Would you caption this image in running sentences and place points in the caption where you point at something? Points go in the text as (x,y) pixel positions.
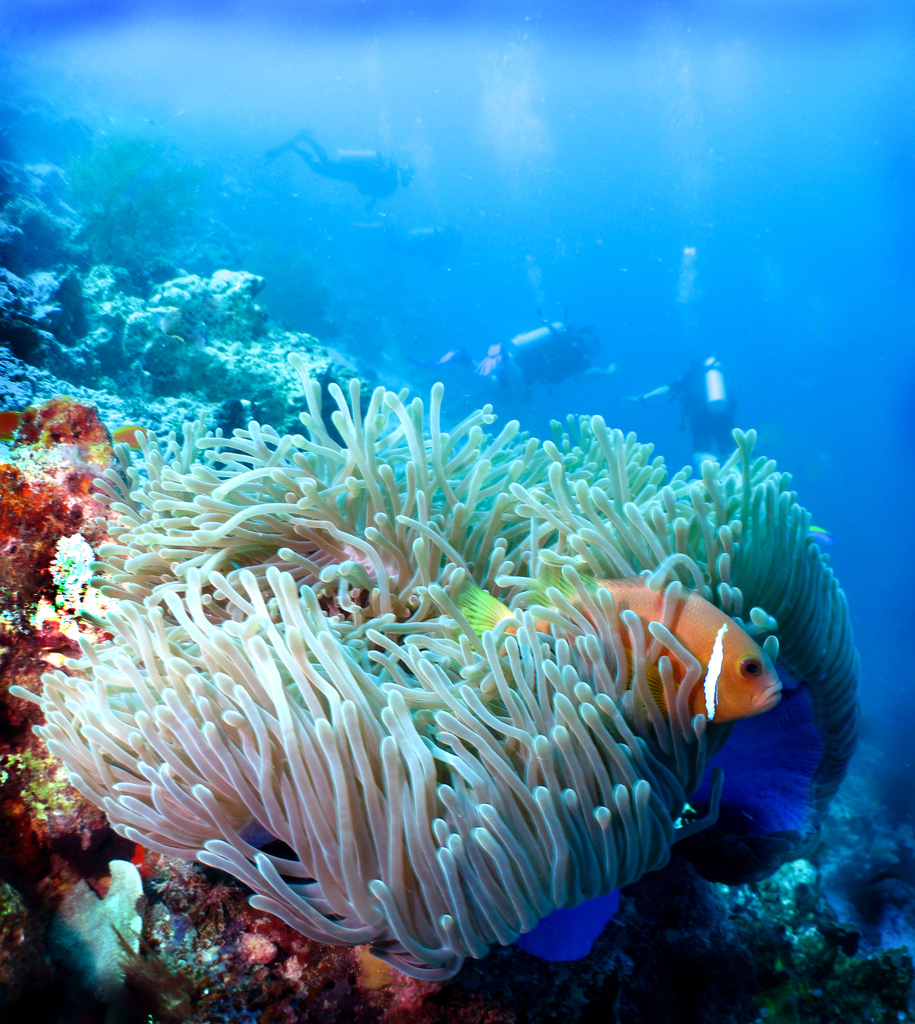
In this image I can see the picture of the underwater. I can see a fish (480,625) which is gold and white in color, few other aquatic animals (439,719), few persons (573,336) and the blue colored water (770,406).
